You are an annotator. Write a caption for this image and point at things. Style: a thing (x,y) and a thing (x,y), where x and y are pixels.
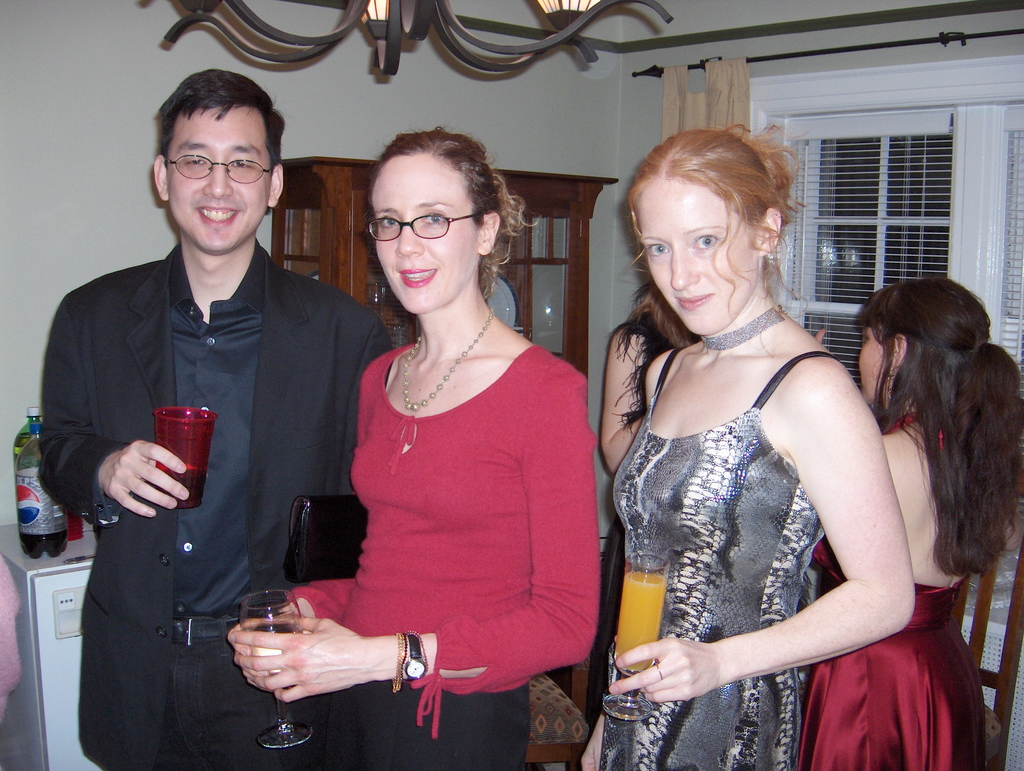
In this image people (868,553) are standing by holding juice (660,618) and at the right side of the image (707,109) there are curtains (748,94) and we can also see a window (925,172) and at the back side (583,332) there is a wooden rack (347,244) and at the left side of the image (60,593) there is an object (42,710) and two bottles (28,457) were placed on it. On top of the room (509,88) there is a chandelier (385,35).
